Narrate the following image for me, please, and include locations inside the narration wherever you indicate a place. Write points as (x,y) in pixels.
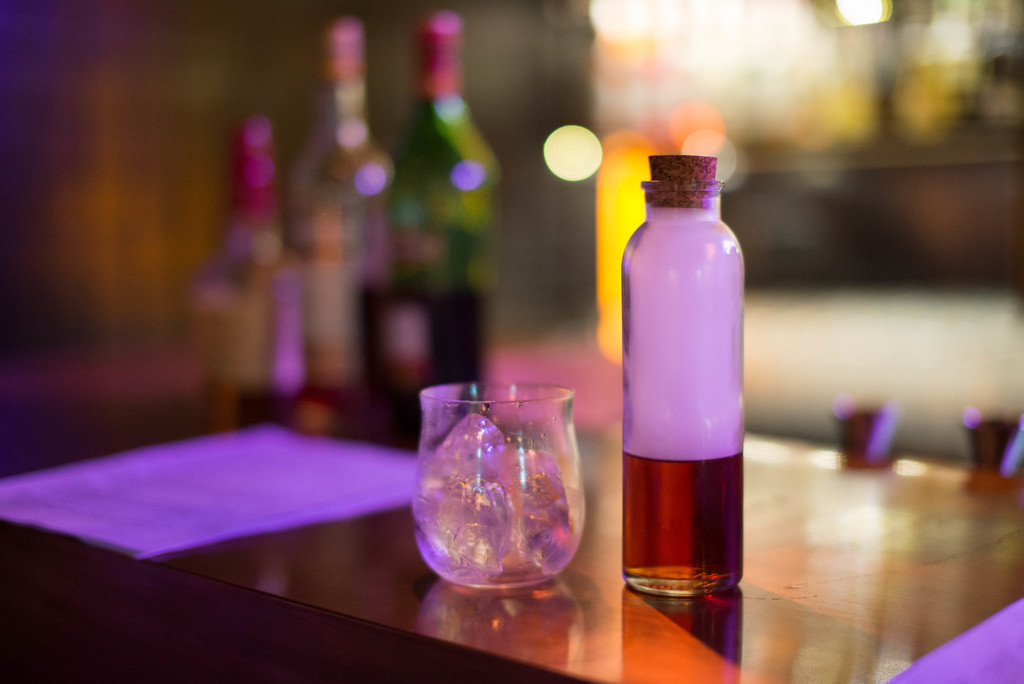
On this table (553,588) we can see a bottle (686,367) with closed cap (676,206) and liquid (687,482) in it, beside it there is a glass (506,492) with ice cubes (497,479). Behind these both there are 3 more wine bottles (313,321) and bunch of papers (214,478).
